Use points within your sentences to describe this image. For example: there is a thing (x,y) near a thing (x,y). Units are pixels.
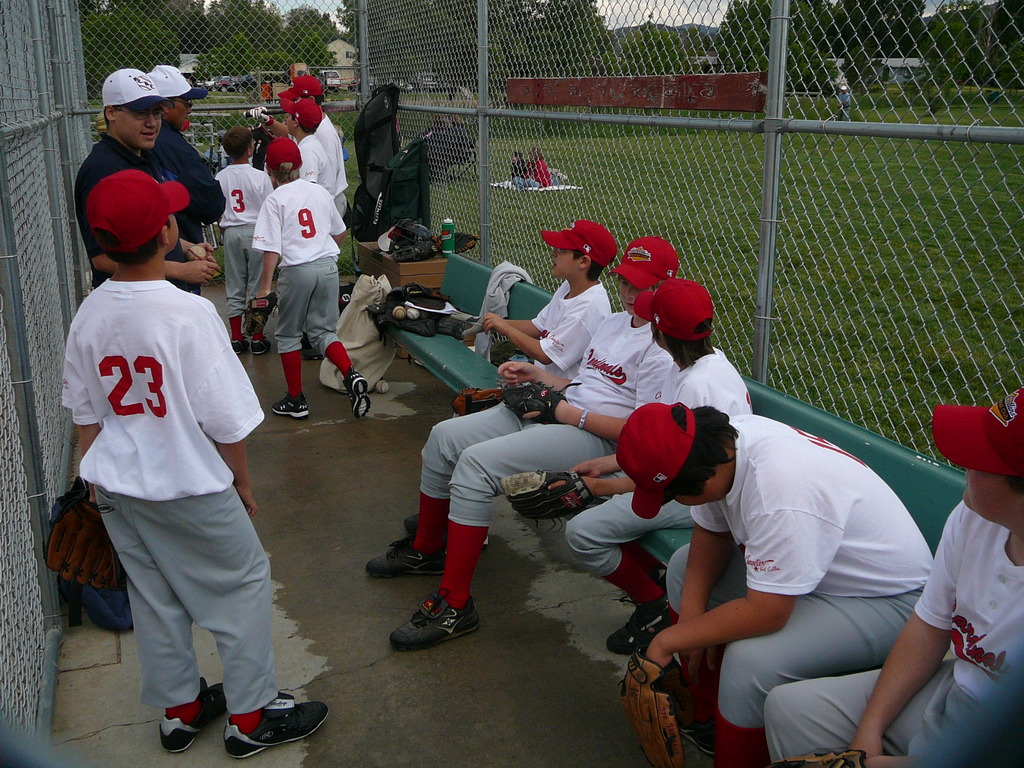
In this image we can see a few people (220,369), among them, some people (239,490) are standing and some people (613,553) are sitting, there are some trees (287,49), buildings (346,56), net (147,54) and some other objects (641,662).
